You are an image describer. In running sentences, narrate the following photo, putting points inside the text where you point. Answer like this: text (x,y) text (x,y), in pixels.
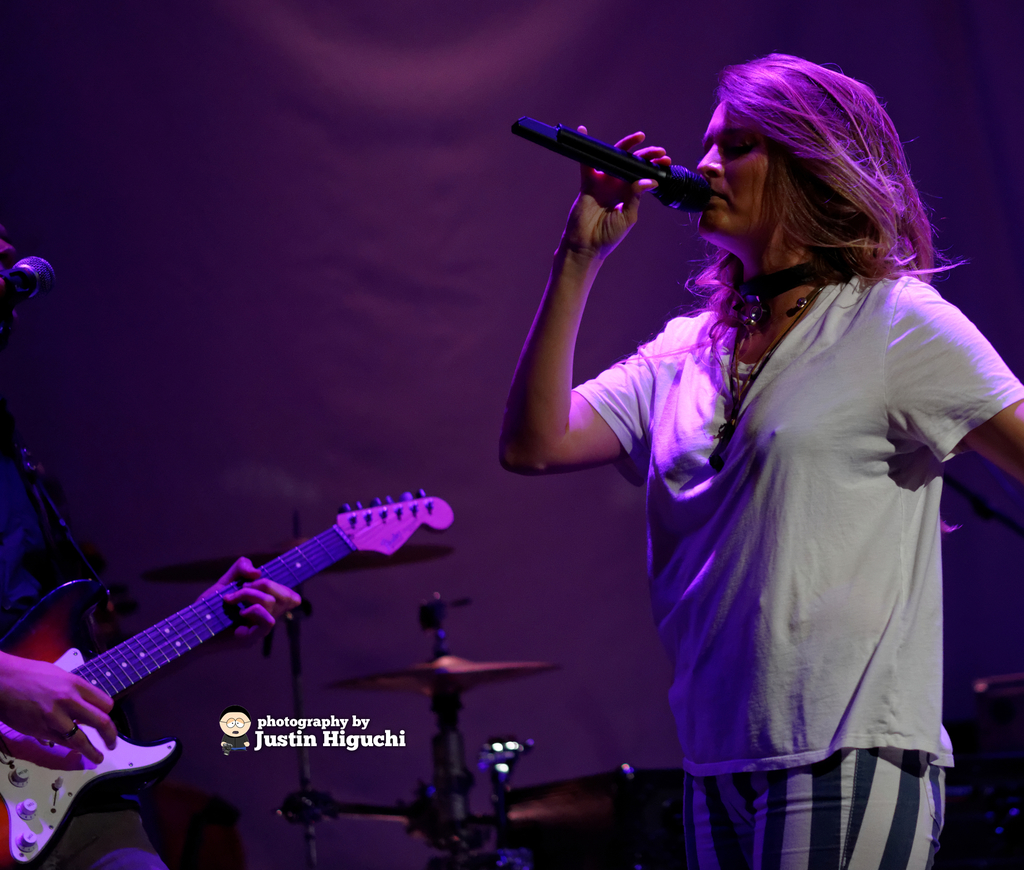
On the right side of this image (782,439) I can see a person (803,601) wearing white color t-shirt (863,461), standing facing towards the left side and holding a mike (615,162) in the hand (608,220). On the left side (42,766) there is another person (78,717) playing the guitar (103,660). In the background (501,784) there is a drum set (505,819).
